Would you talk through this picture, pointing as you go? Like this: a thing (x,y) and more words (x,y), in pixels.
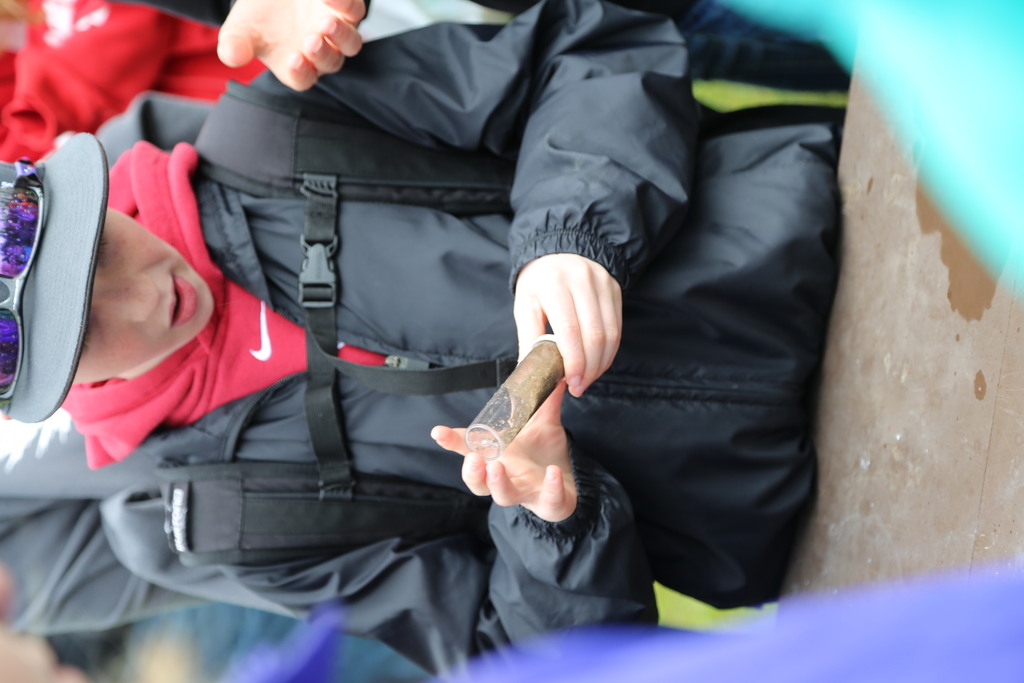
In this image, a human (668,446) is standing. She wear jacket (346,329), red color hoodie (302,348). On his hand (520,429), she is holding something. She wear a cap (49,264). On top of it, we can see goggles (24,249). In the top of the image (254,67), we can see human palm (283,31).
